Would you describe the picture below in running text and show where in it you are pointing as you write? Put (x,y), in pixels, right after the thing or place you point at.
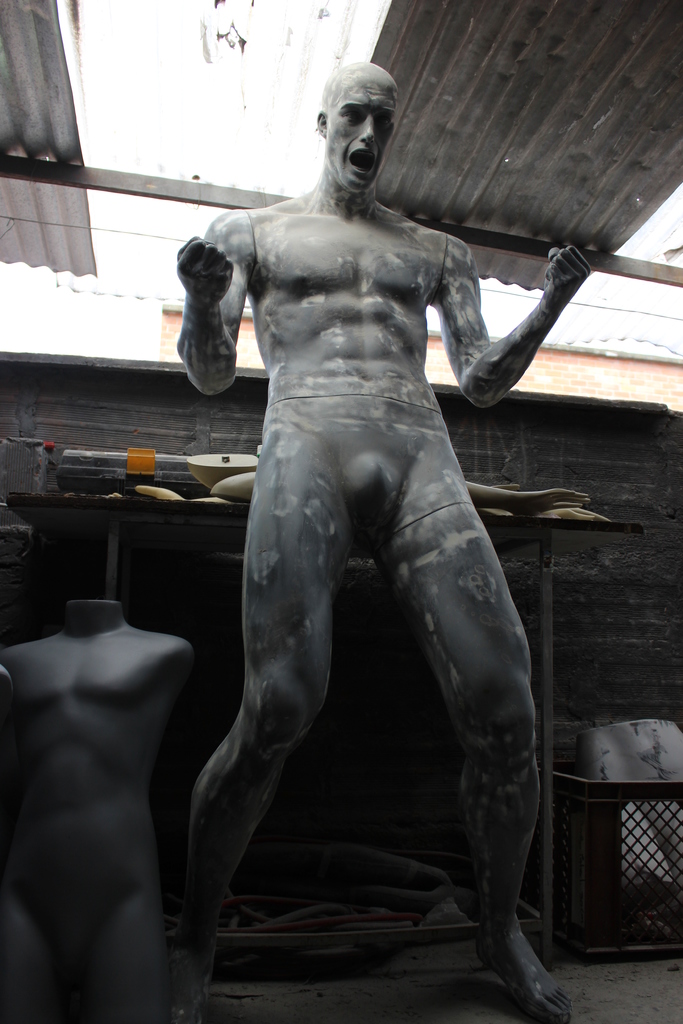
In the middle of the picture (296,556), we see the mannequin (311,309) of a man (282,753). In the left bottom (150,683), we see the headless mannequin (106,844). Behind that, we see the wooden shed (202,530). In the right bottom (679,915), we see a wooden object (656,794). There are buildings (578,376) in the background (669,389). At the top (264,90), we see the roof (298,113) of the shed (627,173).
